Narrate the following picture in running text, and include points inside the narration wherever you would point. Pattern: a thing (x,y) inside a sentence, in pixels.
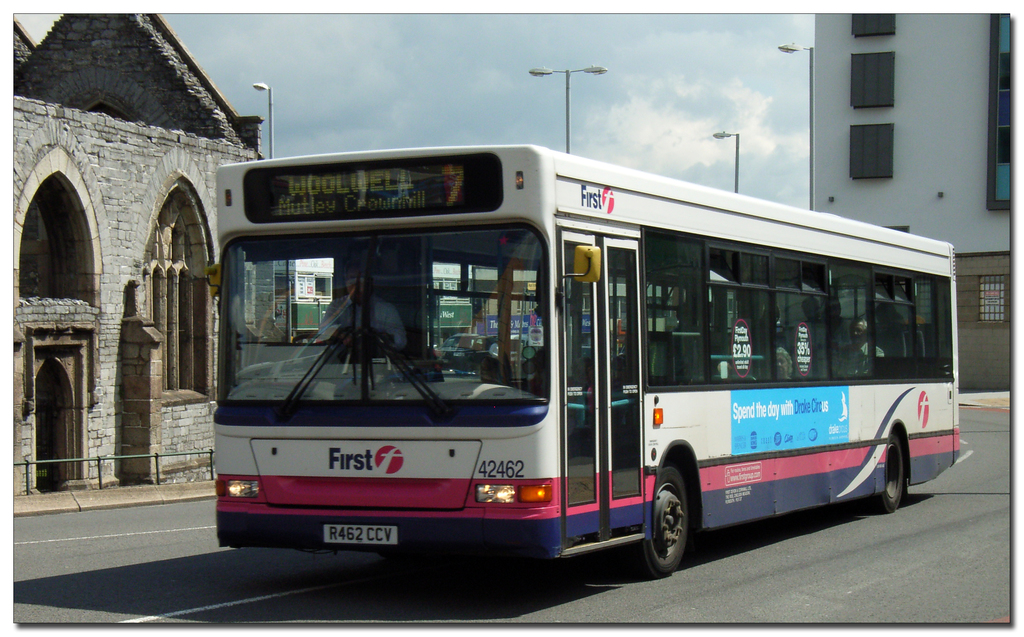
In this picture we can see bus (577,403) is moving on the road (853,600), around we can see few buildings (110,427).
